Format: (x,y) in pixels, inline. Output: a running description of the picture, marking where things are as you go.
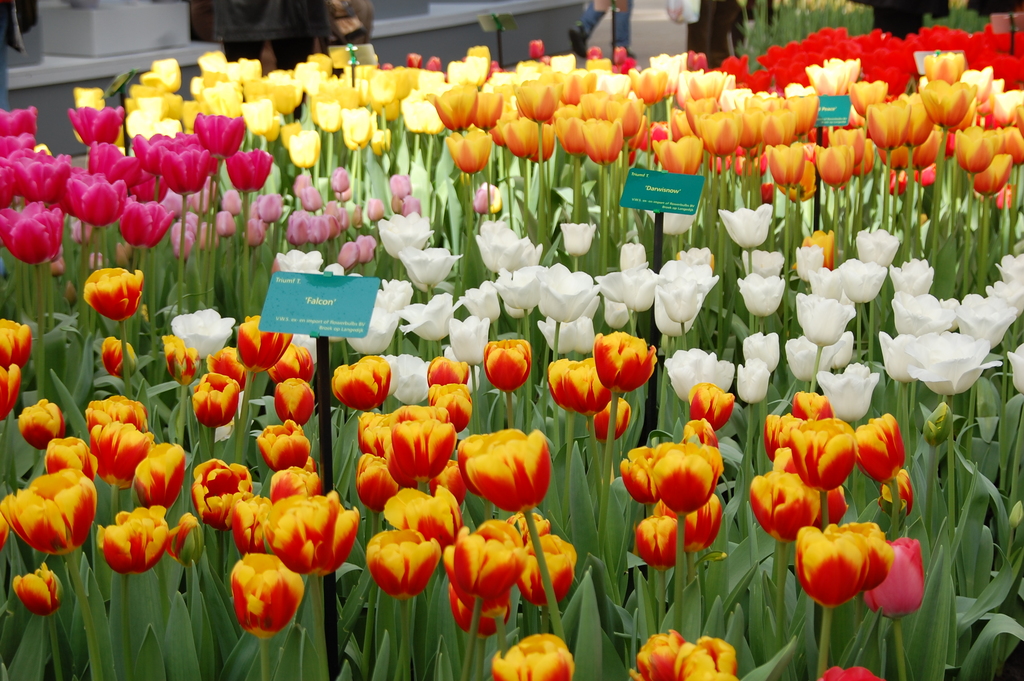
In this image I can see the flowers (544,104) to the plants (372,585). These flowers (293,544) are in yellow, pink, white, orange and red color. I can also see the green color boards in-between the flowers (389,251). In the background (314,31) I can see few people (370,39).
